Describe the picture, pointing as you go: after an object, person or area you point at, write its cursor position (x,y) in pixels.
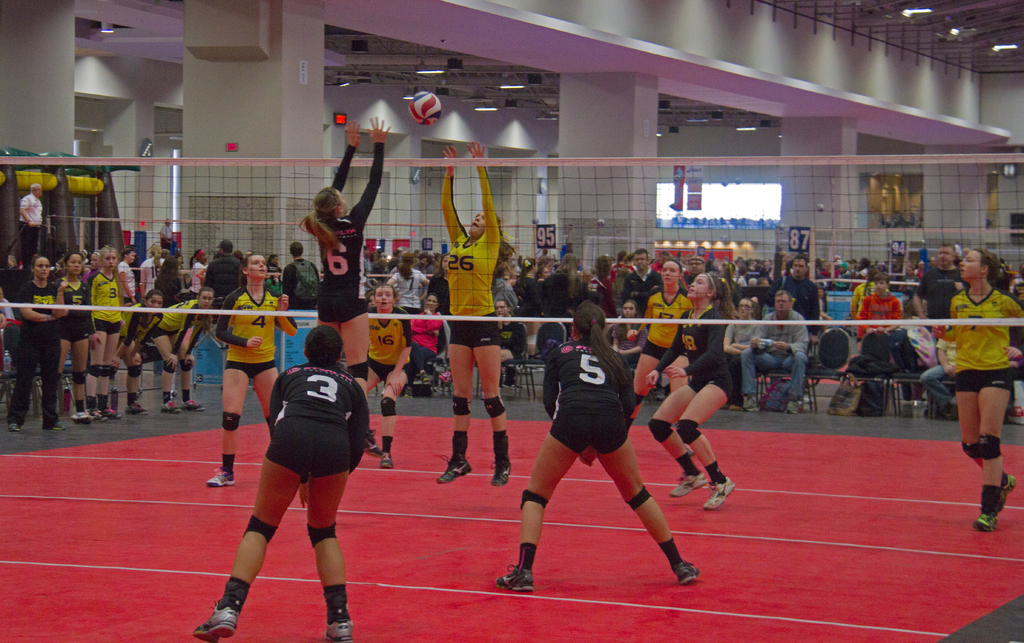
In this image I can see a group of people (540,288) sitting on chairs (557,326). I can see a volleyball (414,110) and few people (401,293) are standing. Back I can see few pillars (573,143), lights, boards (794,230).
